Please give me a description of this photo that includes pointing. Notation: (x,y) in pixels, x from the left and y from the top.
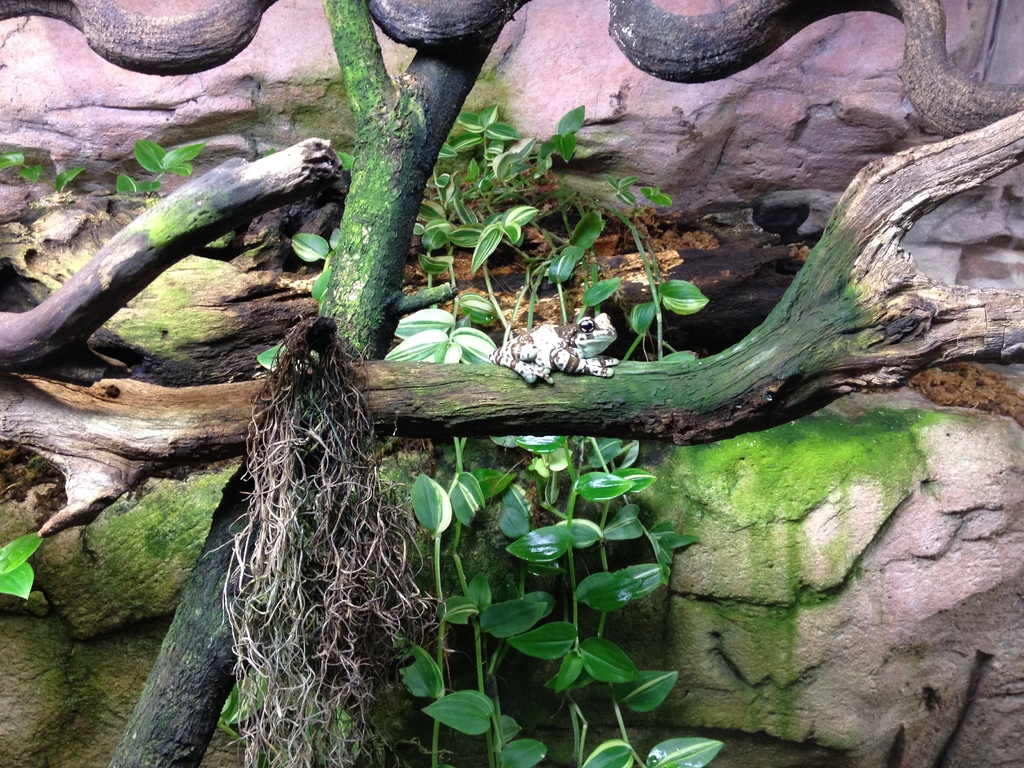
In this picture I can see there is a frog (595,349) sitting on the tree trunk (565,394) and there are few leaves (643,321) and there are rocks (949,540).
